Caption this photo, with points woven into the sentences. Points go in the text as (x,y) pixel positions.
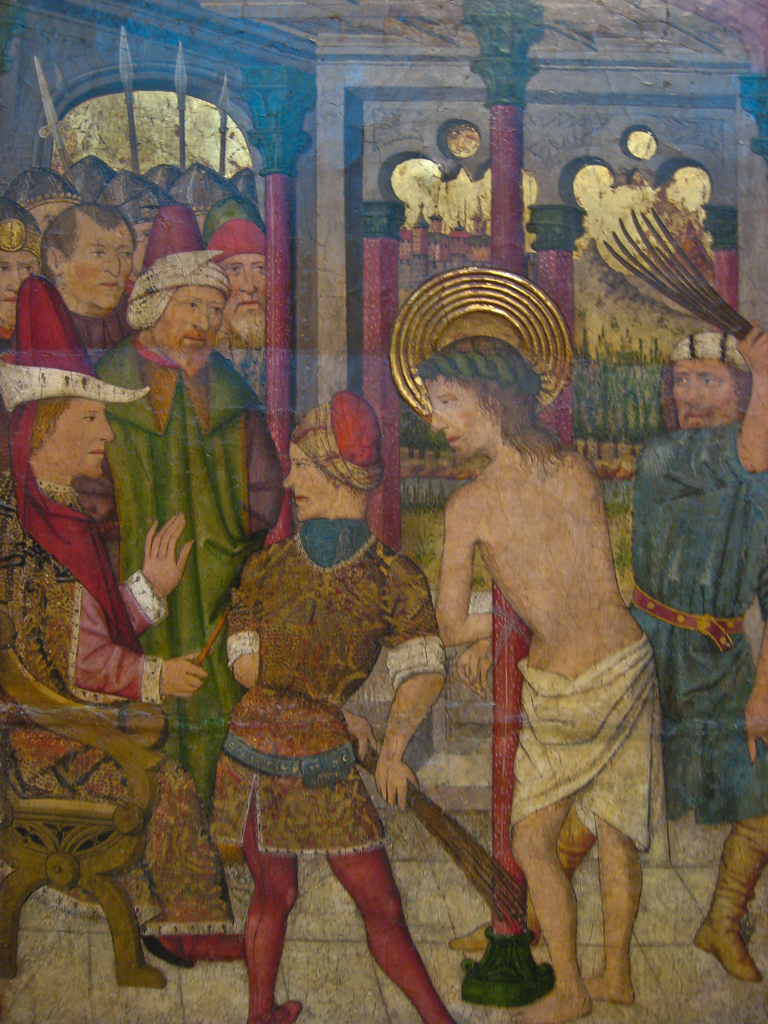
In this picture, we can see an art of a few people (722,456), pillars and an arch (91,78).
